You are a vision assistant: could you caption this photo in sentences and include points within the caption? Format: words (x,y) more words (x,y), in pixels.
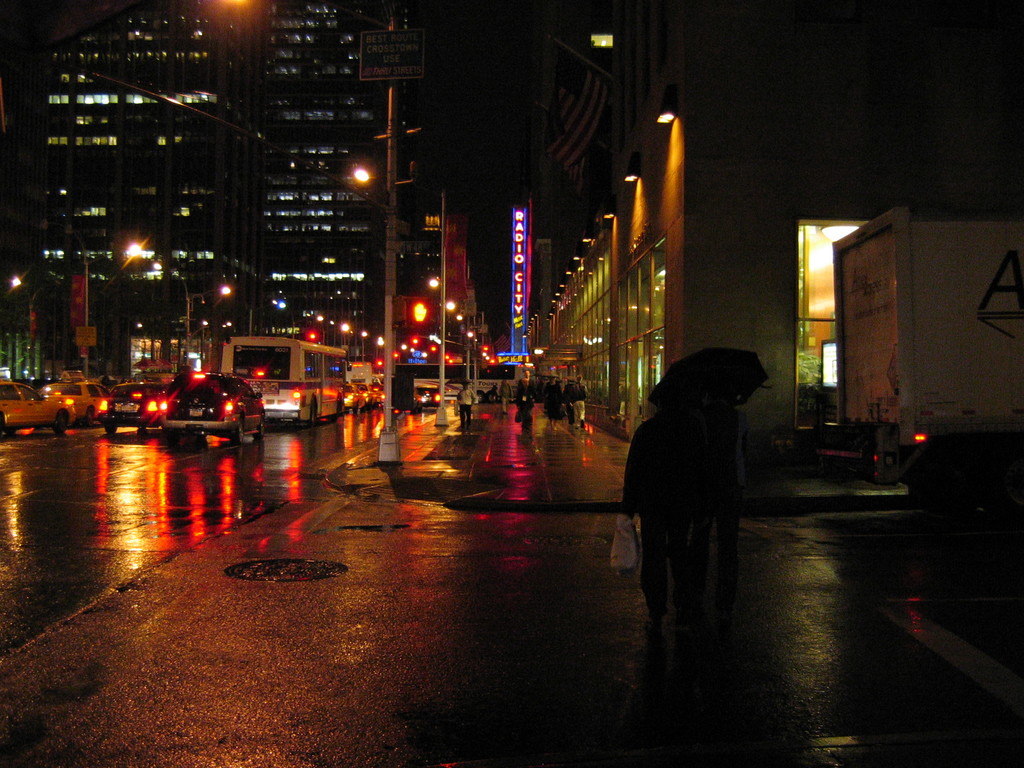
This is a picture taken outside a city. In the foreground (640,543) it is road (423,579), the road (241,603) is wet. In the center of the picture (426,501) there are poles (444,308), hoardings (507,355) and footpath (527,456), on the footpath (545,449) there are many people (527,403) walking. On the left (247,334) there are buildings (184,242), street lights (204,344) and vehicles (210,402). On the right (793,206) there are buildings (818,193) and lights (606,217).
